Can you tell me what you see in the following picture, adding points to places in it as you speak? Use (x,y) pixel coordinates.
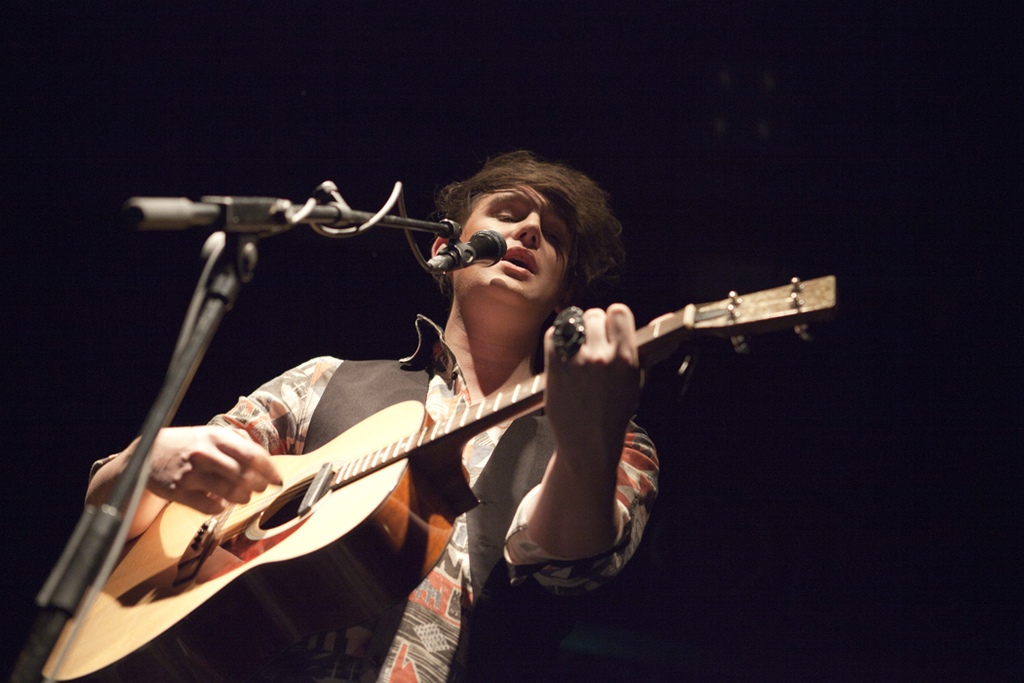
In this image i can see a person (581,443) holding a guitar (253,614) and there is a microphone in front of him.
